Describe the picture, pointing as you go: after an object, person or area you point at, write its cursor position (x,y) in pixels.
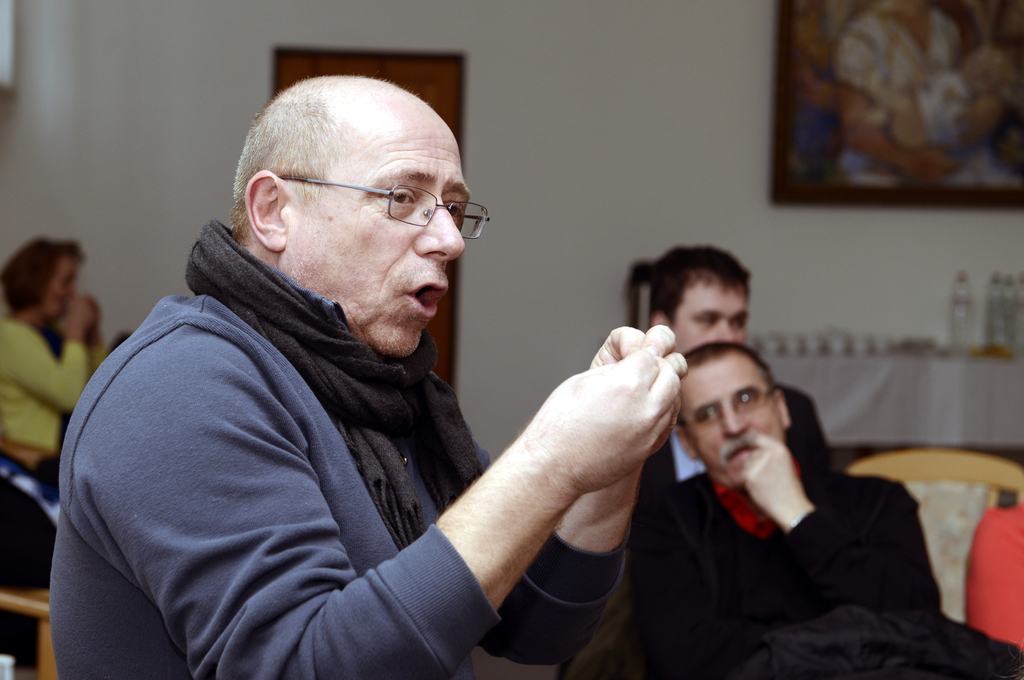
In this image I can see a person (333,237) is wearing blue and black dress (318,417). Back I can see few people (746,339) sitting. The frame (803,151) is attached to the wall (658,101).
